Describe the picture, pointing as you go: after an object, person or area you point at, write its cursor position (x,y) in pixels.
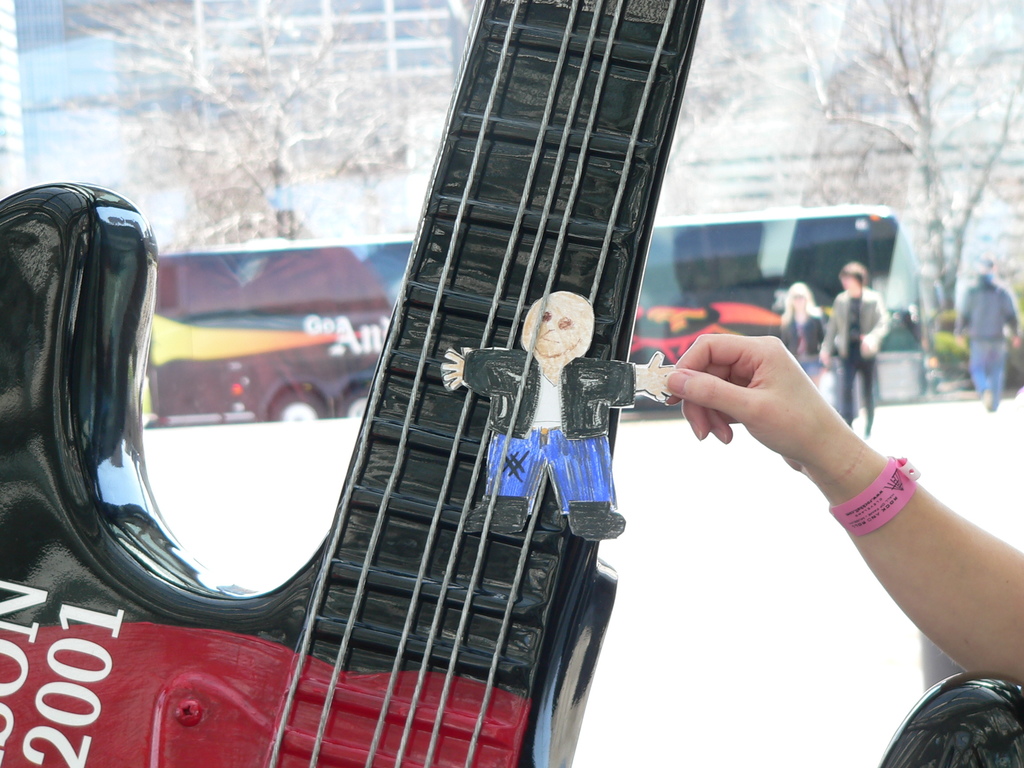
In this image I can see the guitar (242,635) which is in black and red color. I can see the person (825,477) holding the paper toy (515,510) which is on the guitar (437,489). In the back (610,551) I can see the road (702,535) and there are few people (813,363) with different color dresses (876,320) on the road (738,435). I can see the vehicle (364,307), many trees (228,96) and the building (37,139).
